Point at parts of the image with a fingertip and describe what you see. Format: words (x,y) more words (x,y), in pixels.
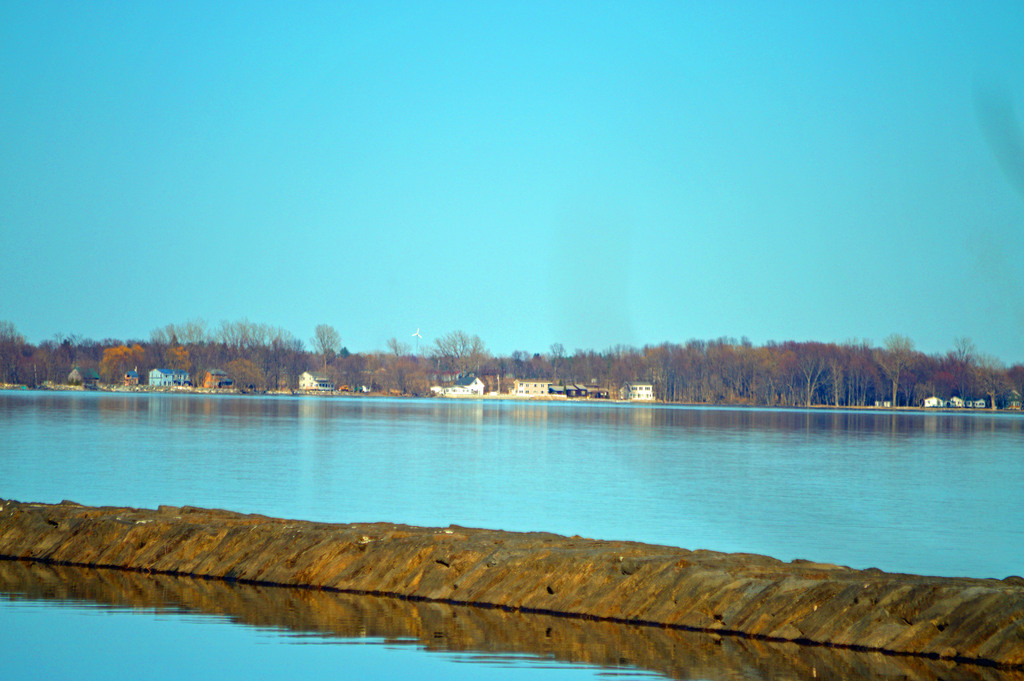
In this image at the bottom (337,638) we can see water (508,650) and platform (337,525). In the background (412,455) we can see water (420,425), trees (432,360), houses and sky (399,92).
